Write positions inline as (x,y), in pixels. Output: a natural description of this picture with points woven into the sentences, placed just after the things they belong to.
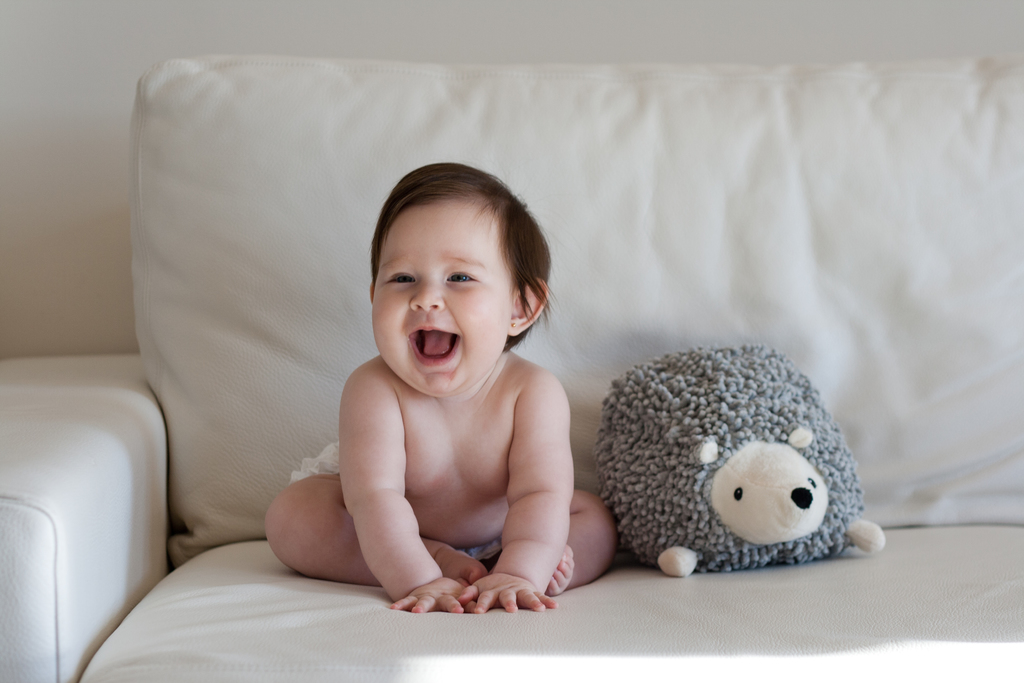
In this image I can see a baby (379,502) sitting on the couch (586,442). To the side of the baby (347,561) I can see the toy (709,472) which is in ash and white color. In the background (546,32) I can see the white wall (92,261).
